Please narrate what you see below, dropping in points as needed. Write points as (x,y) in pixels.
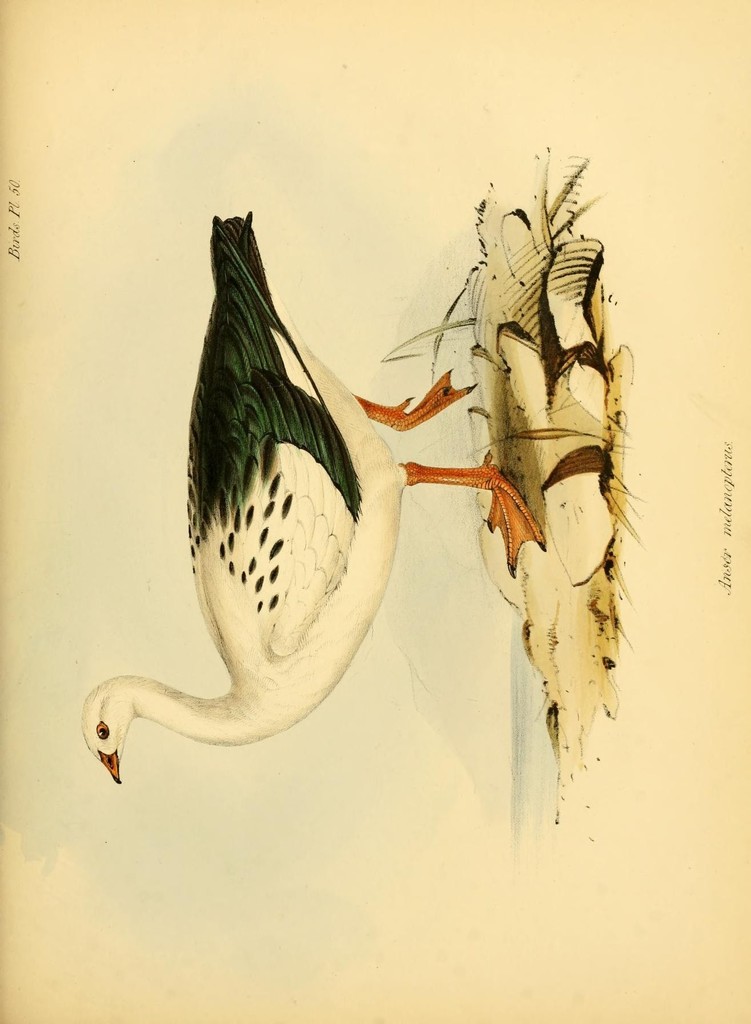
In the image we can see a paper (570,523), on the paper (354,17) there is drawing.
